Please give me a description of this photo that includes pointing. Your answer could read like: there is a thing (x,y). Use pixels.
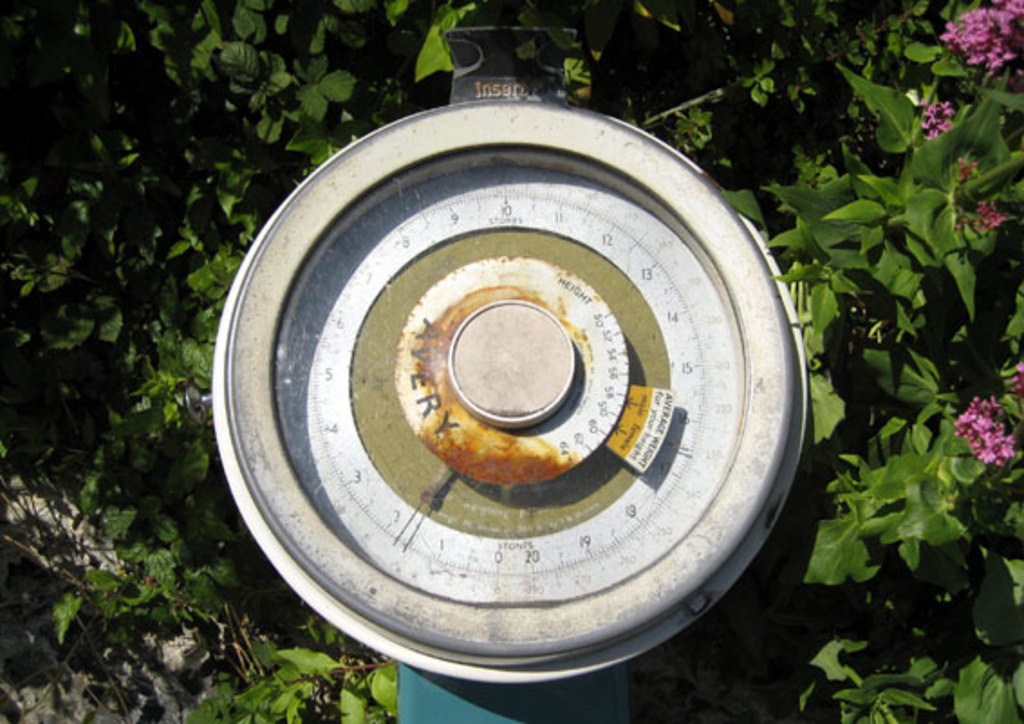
In this image we can see an object (534,381) looks like a measuring instrument (543,352) and in the background (851,334) there are few trees (609,57) and flowers (981,46).
